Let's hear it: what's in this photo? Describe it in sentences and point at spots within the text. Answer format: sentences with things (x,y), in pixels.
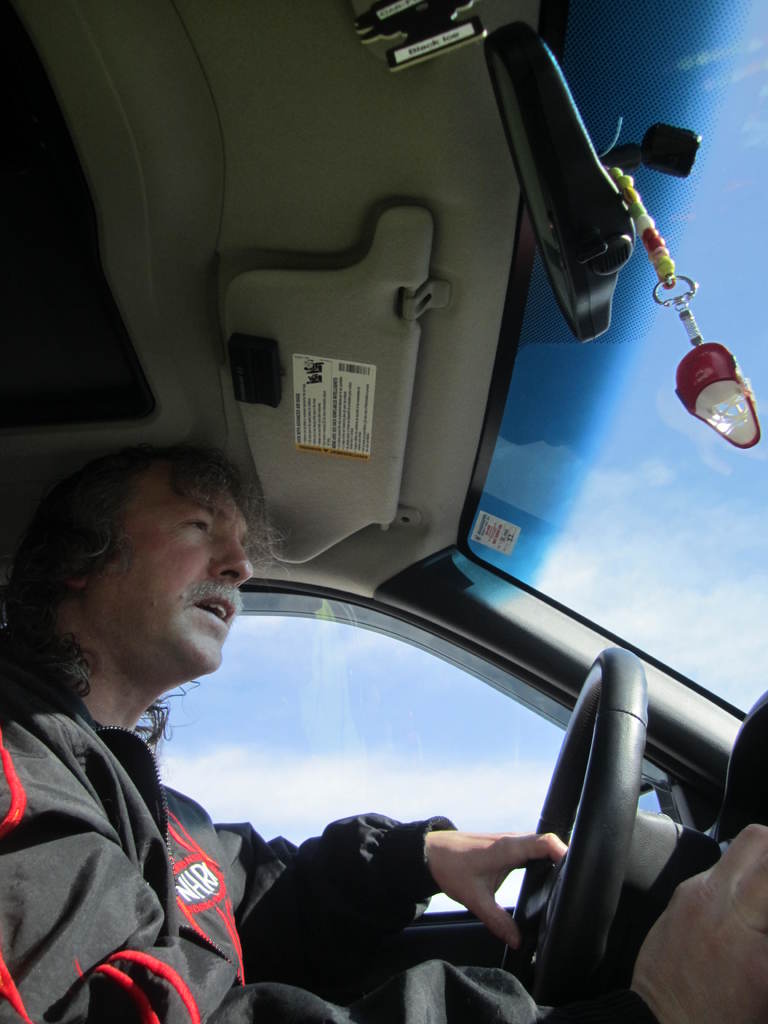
In this image there is a person (245,885) wearing black color jacket (407,895) driving the car (586,735).
